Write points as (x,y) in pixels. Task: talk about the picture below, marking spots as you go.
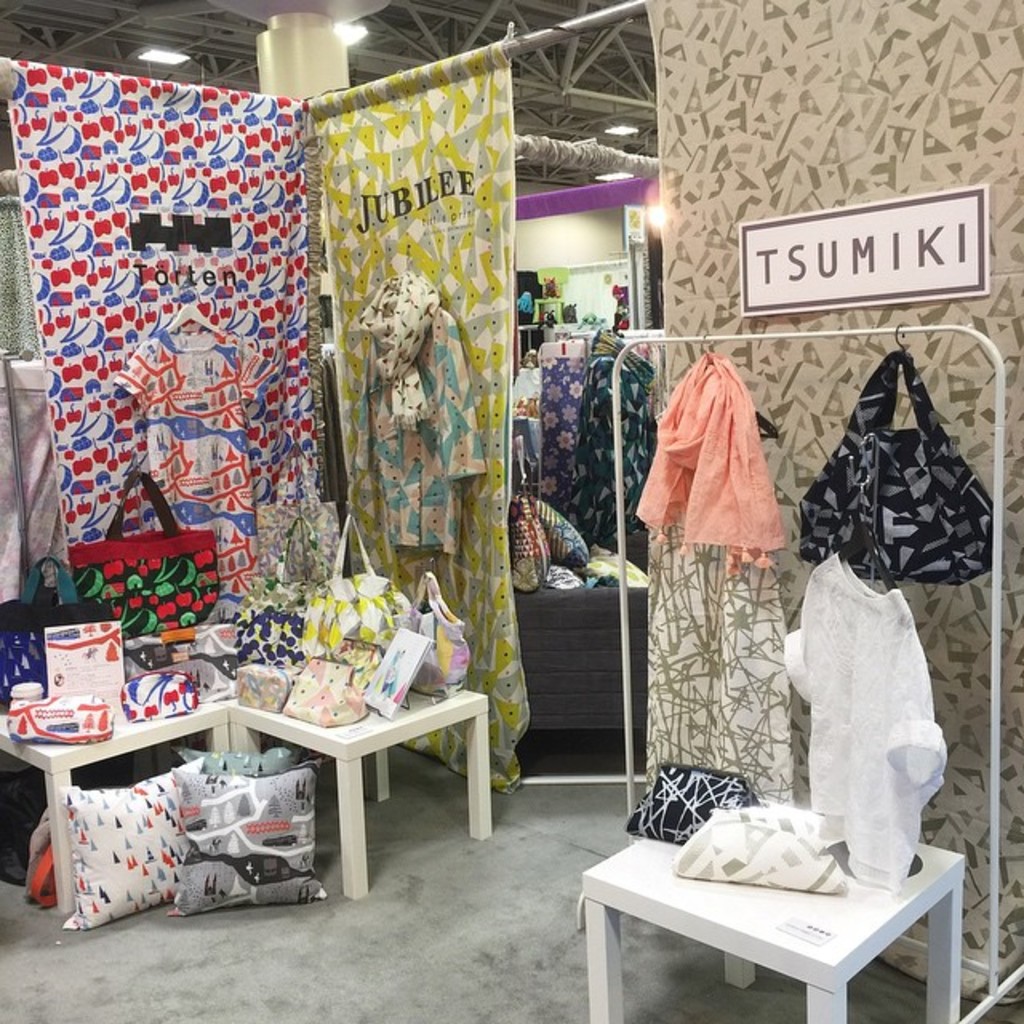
This image is clicked in a building (452,22) there are many curtains (141,330) in this image. To the right (731,612), there are clothes (754,763) hanged to the stand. To the left (196,808), there are pillows (175,837) kept near the tables (235,729).
